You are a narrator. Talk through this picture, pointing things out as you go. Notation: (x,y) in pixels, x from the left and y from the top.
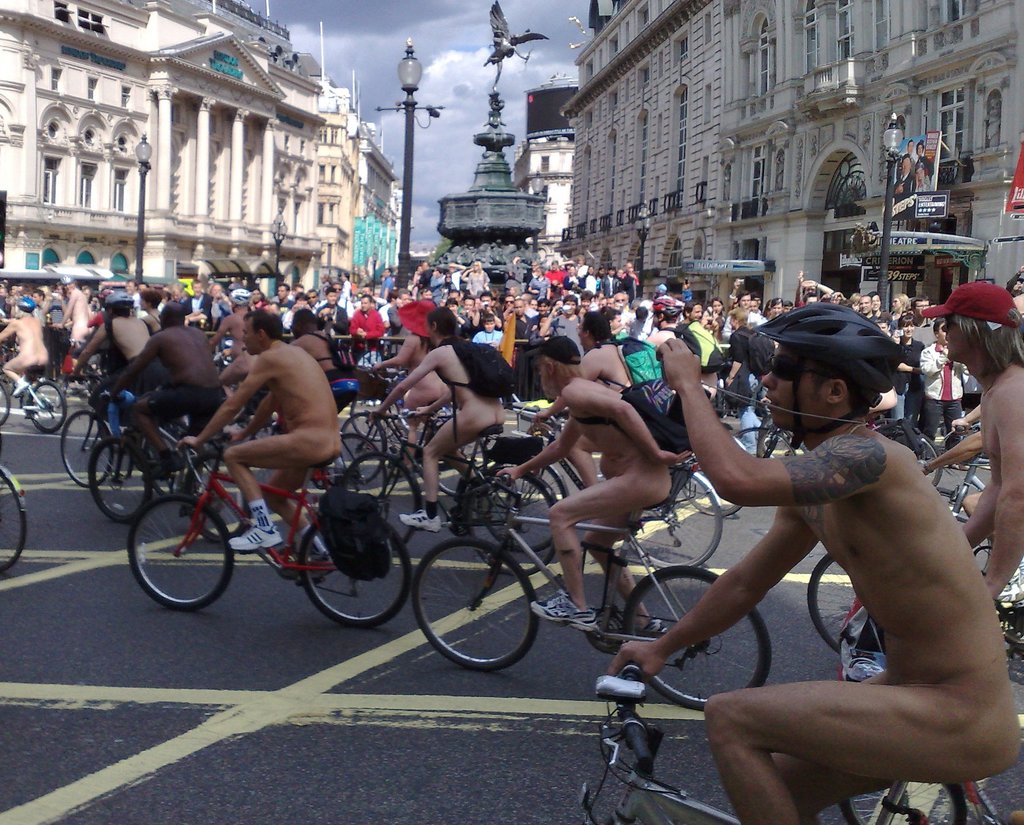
In this image there are group of people (609,475) riding a bicycle (526,575). At the back side (230,198) there is a building (229,218).
